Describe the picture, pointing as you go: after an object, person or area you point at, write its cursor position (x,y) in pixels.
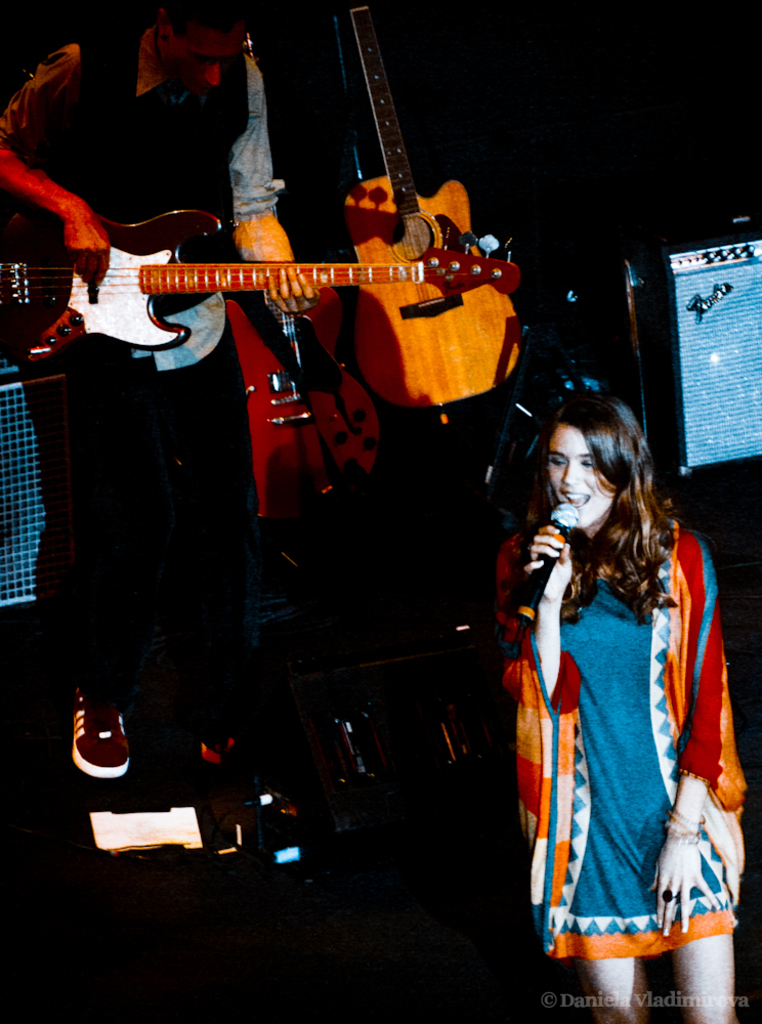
This woman (629,654) is singing in-front of mic (573,523). This man (202,43) is playing guitar (117,285).
